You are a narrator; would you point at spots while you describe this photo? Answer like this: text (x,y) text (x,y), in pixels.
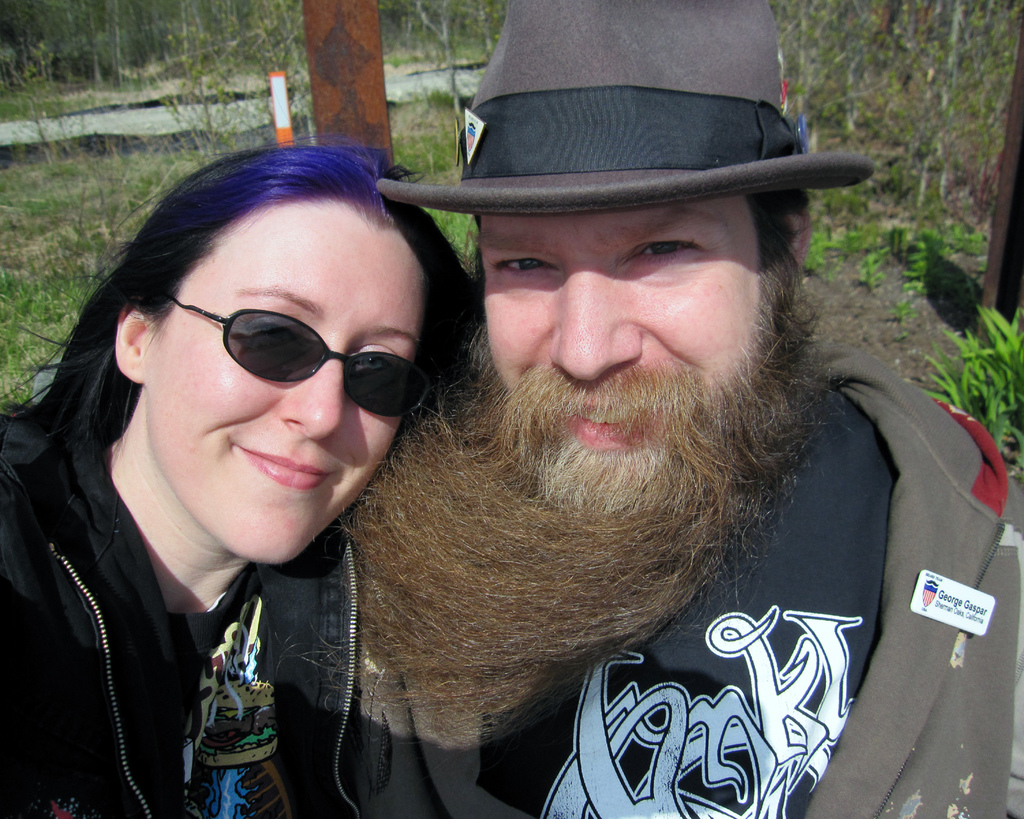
In this picture there is a man (577,508) with a long beard (577,541), wearing a hoodie (915,793) and hat (593,143) is smiling and giving a pose into the camera. Beside there is a woman (251,702) wearing a black jacket (131,601), smiling and giving a pose. In the background (24,38) there are some trees (909,40).
